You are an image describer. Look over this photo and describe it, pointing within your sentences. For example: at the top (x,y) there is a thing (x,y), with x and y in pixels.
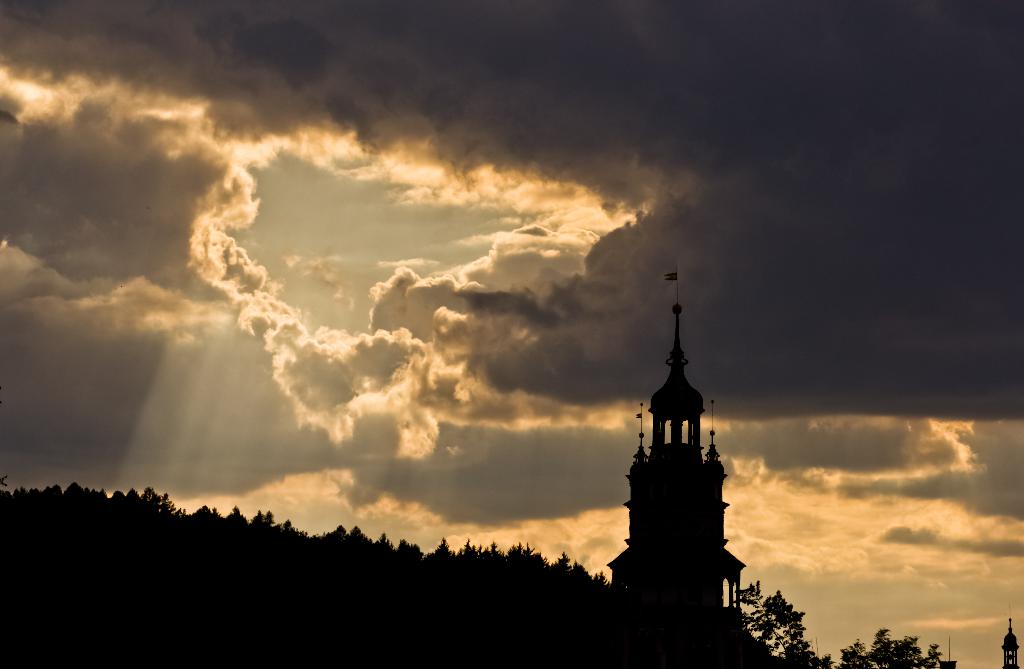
In this picture we can see buildings (1016,656), trees (413,609) and in the background (413,379) we can see the sky (513,377) with clouds (606,342).
